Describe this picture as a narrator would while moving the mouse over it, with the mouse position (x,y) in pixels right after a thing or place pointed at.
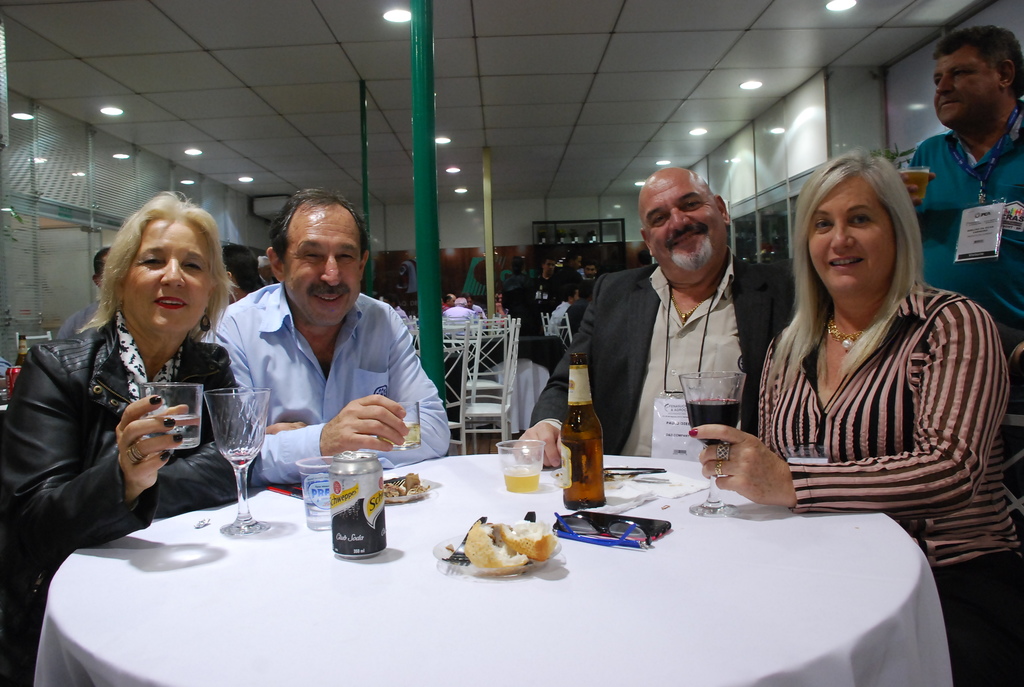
It looks like a party in the first table (304,547), the table (276,543) is of white color there are four people (631,346) sitting around a table (408,533) they are drinking and eating, behind them there is another man (961,183) wearing blue shirt (1000,276) and standing is also drinking the drink (911,168), in the background (451,219) there is a wardrobe (559,241) and a white color wall (532,213) and pillars (431,251).
